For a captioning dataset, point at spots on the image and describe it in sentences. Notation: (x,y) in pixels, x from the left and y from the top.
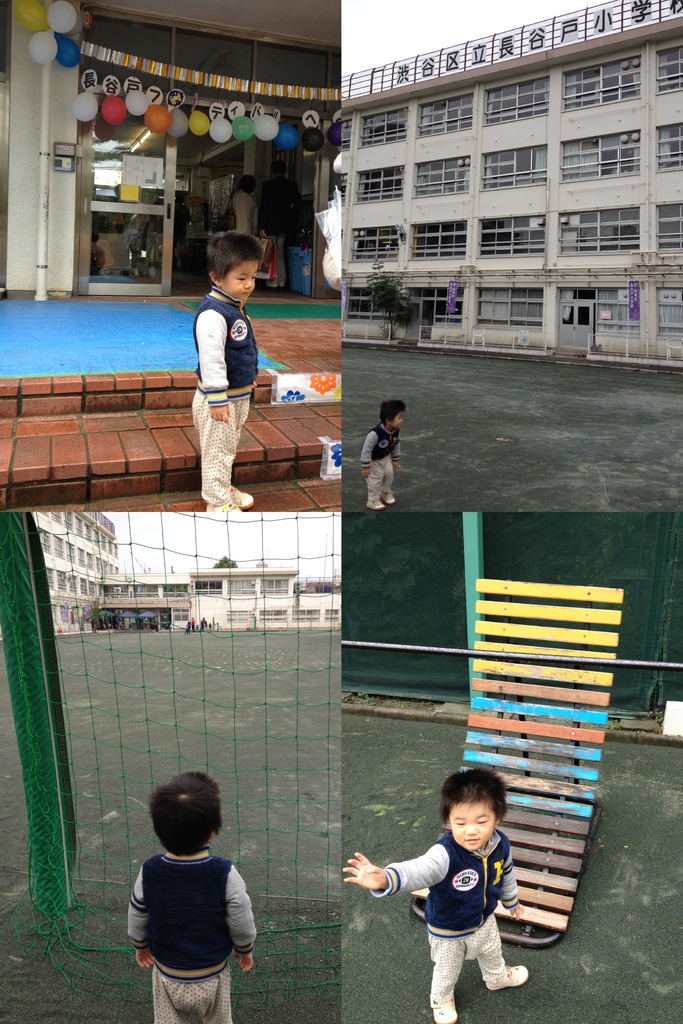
This is a collage picture. We can see buildings (510,260), people (287,177), boy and the similar boy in all the pictures. We can also see green net (204,708), balloons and road (510,464).
